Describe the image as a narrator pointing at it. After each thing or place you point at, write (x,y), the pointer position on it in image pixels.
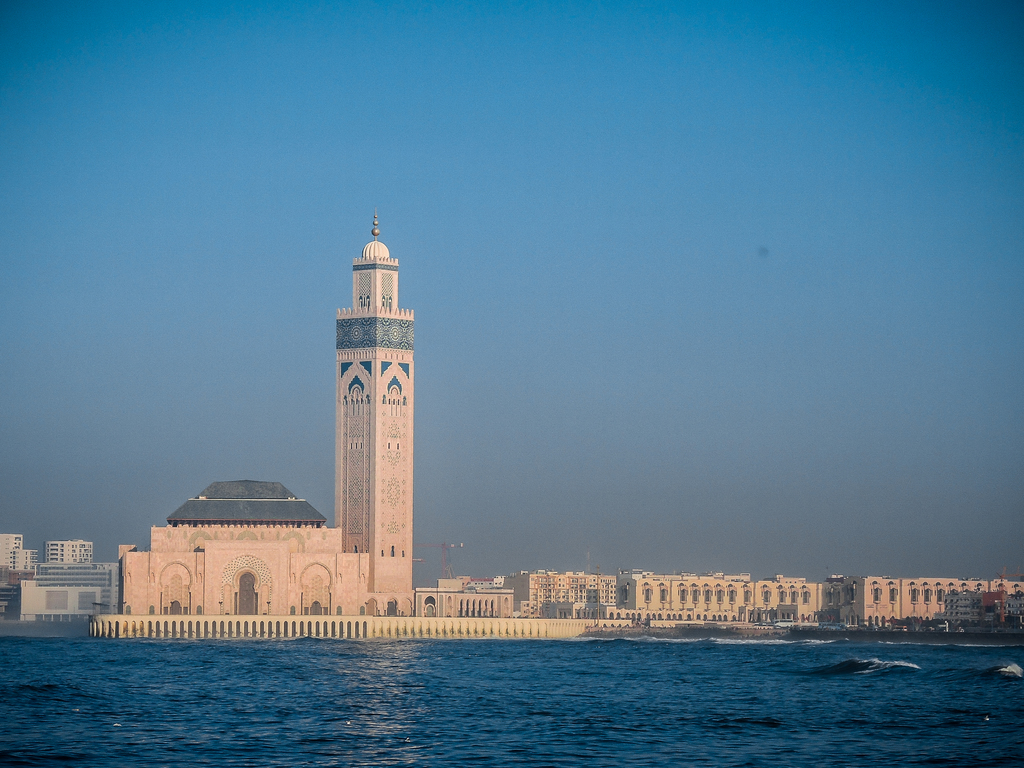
In this picture I can see buildings (389,523) and water (421,696). In the background (504,285) I can see sky (520,255).
